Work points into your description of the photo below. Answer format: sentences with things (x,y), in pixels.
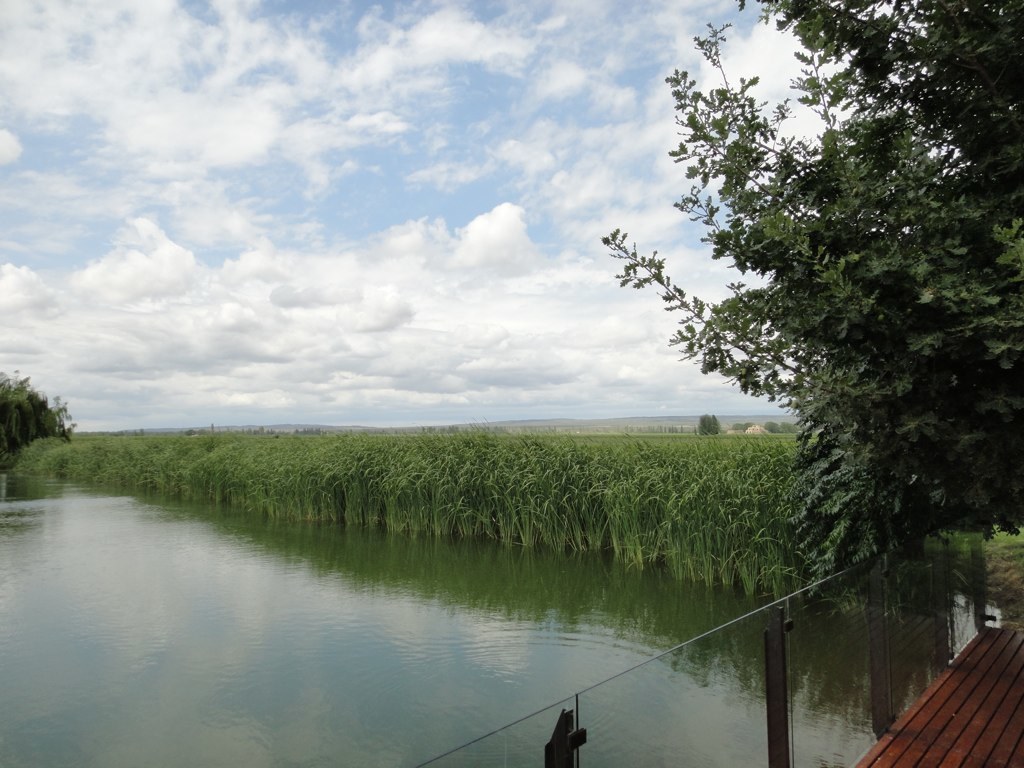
In this picture we can see the lake (345,600), trees (783,270), plants (449,520) and clouded sky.
